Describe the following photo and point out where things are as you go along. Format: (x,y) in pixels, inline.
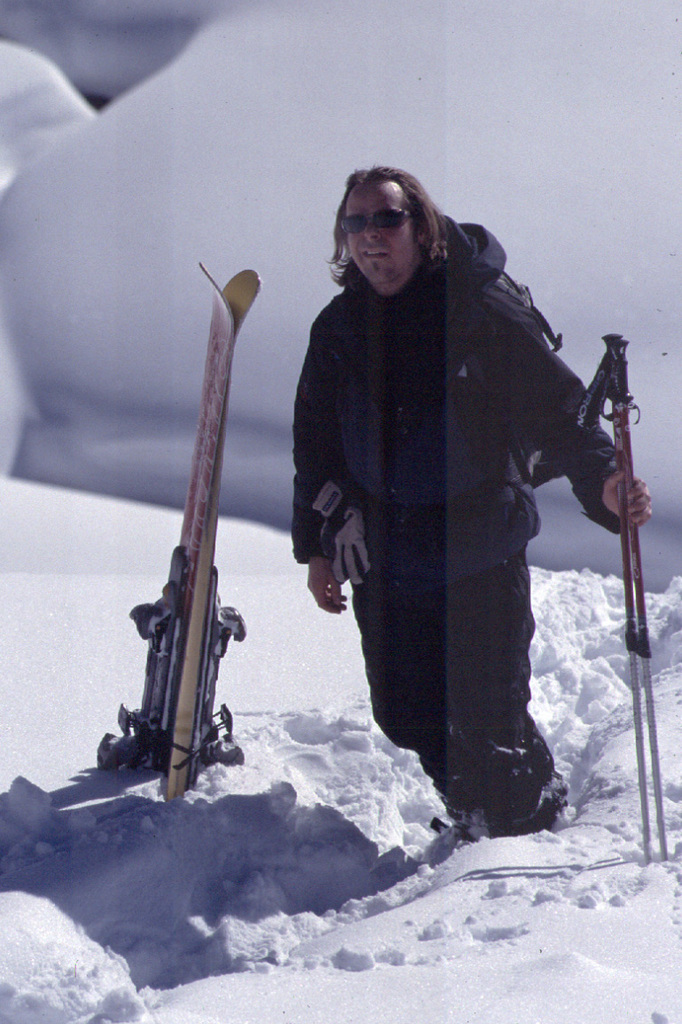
A person (391,481) wearing a black jacket (476,235) and black dress (441,647) is wearing a goggles (386,216). And he is holding a sticks (630,634) and he is standing over the snow (331,795). Behind him snow (86,178) are there. And also ski boards (175,607) are there.
